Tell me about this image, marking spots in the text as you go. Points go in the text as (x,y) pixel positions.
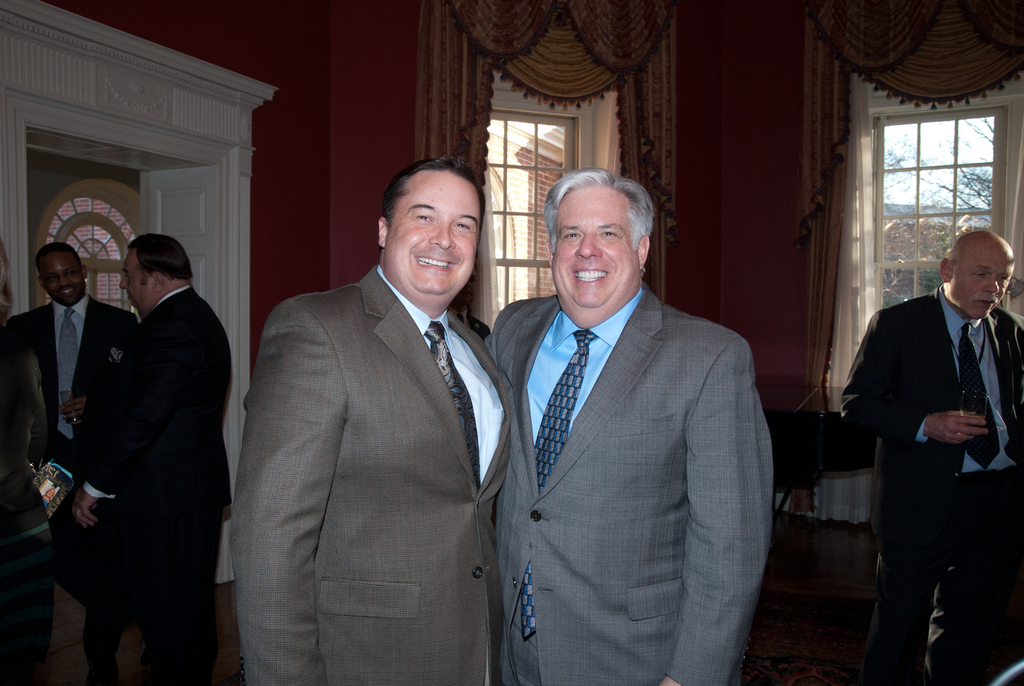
In this image, at the middle (396,390) there are two men (605,379) standing and they are wearing coats (350,544) and ties (461,418), they are smiling, at the right side (902,462) there is an old man (916,421) standing and he is holding a glass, at the left side (132,449) there are some people (96,372) standing, at the background (821,186) there are some windows (568,143) and curtains (482,111).
